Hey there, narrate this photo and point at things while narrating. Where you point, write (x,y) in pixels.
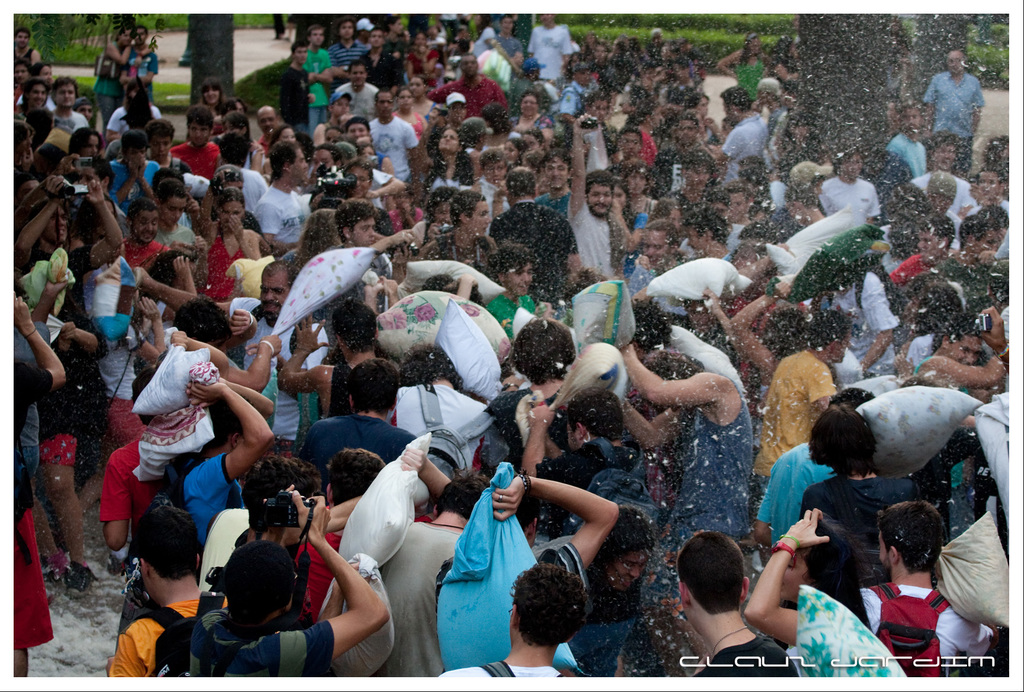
In this image, in the middle (588,233) there are many people (706,410), some are playing with pillows (470,324), some are standing. At the bottom (749,656) there is a text (776,665). In the background (525,113) there are trees (218,55), grass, plants (627,33), people (293,67).
